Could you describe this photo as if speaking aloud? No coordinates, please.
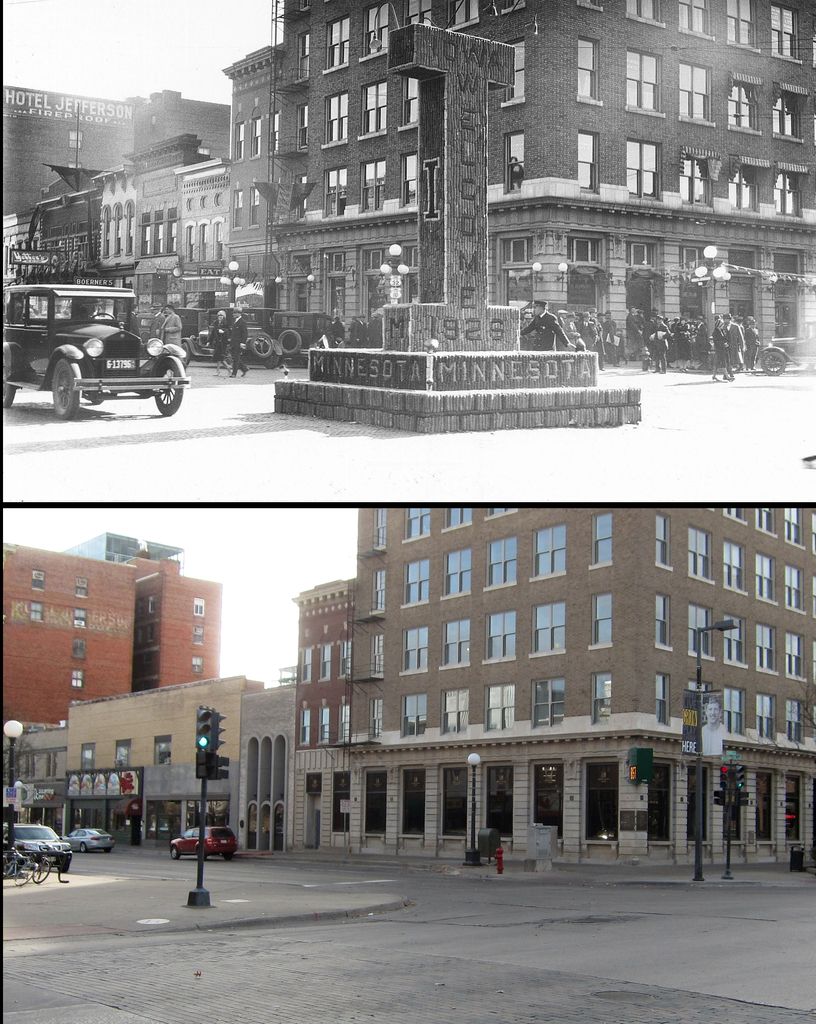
In this image we can see a collage of black and white and color images.
